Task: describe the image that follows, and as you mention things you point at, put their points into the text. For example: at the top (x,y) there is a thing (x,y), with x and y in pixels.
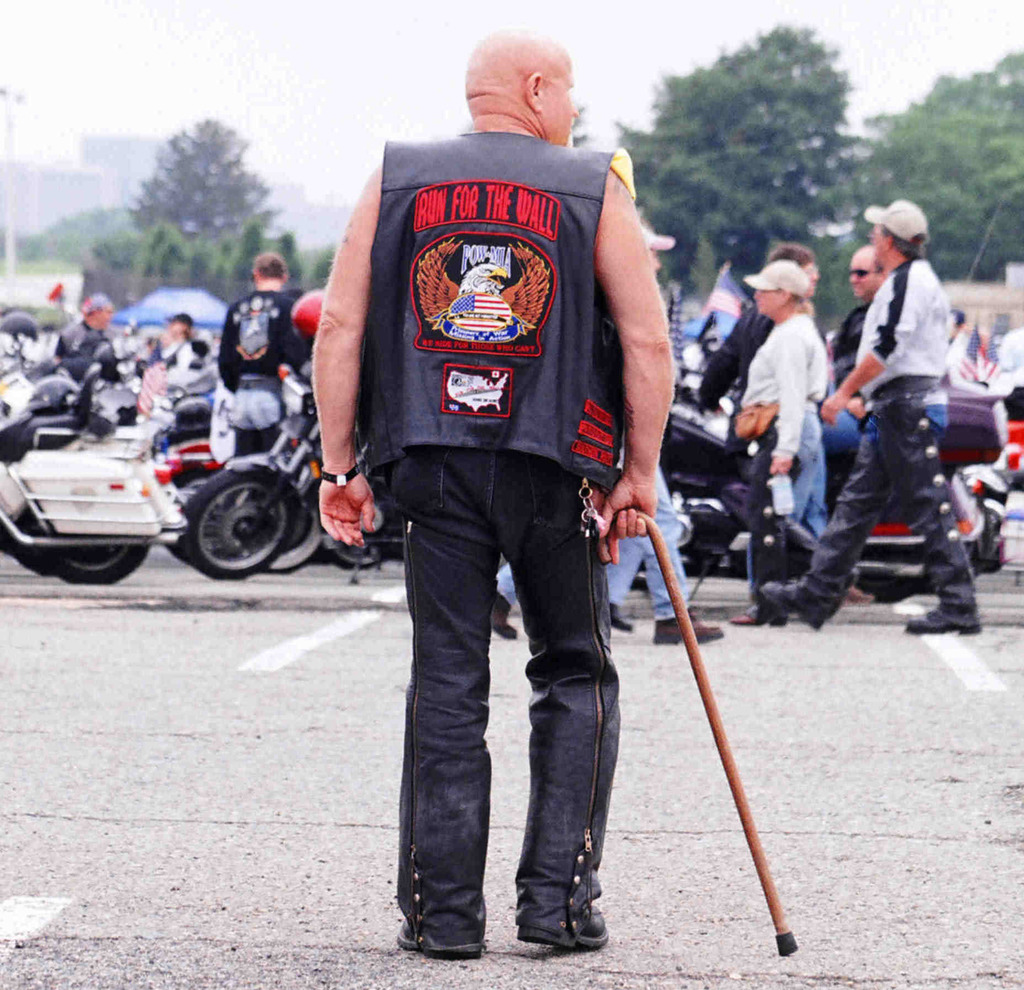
In this picture outside of the city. In the center (541,454) we have a person (502,439). He's walking like slowly he's holding a stick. We can see in the background (668,77) there is a tree (746,231), sky (253,91), a group of people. There are vehicles (119,407) on the road (190,625).
